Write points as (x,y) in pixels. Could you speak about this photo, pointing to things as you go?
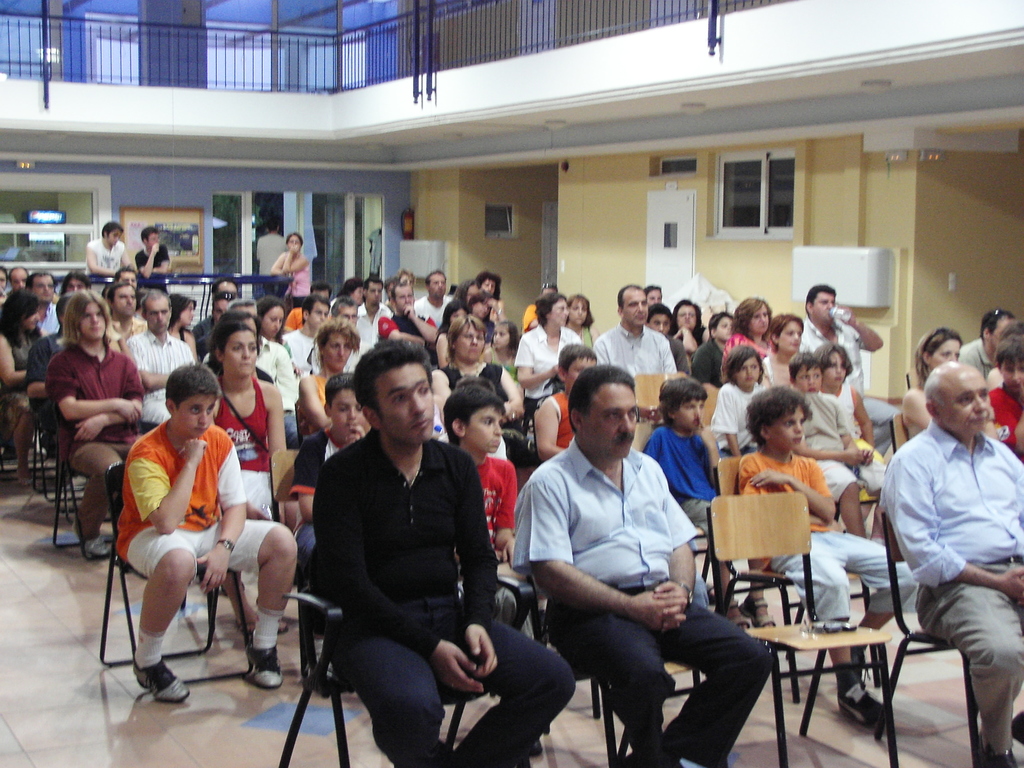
In this image I can see there are the number of persons (803,449) sitting on the chair (760,523) and right side (917,187) there is a wall (897,211) visible and middle corner there is a window (791,186) and there is a photo frame (177,210) attached to the wall (174,196).
